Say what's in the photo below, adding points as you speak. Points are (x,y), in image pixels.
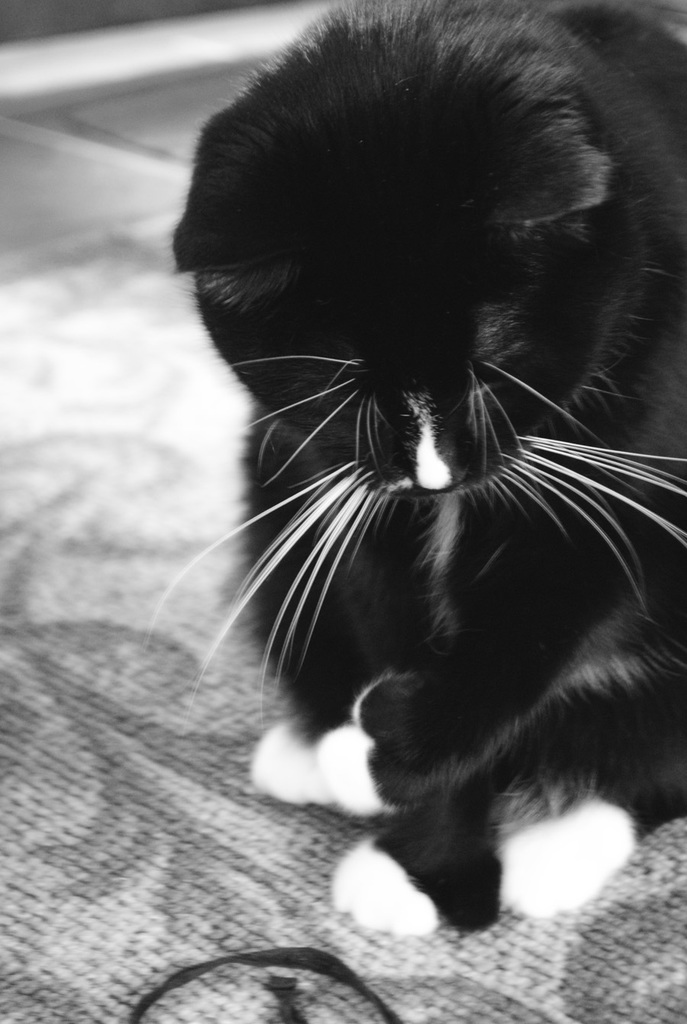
In the center of the image (422,670) we can see a cat (422,670) on the floor (107,802).
